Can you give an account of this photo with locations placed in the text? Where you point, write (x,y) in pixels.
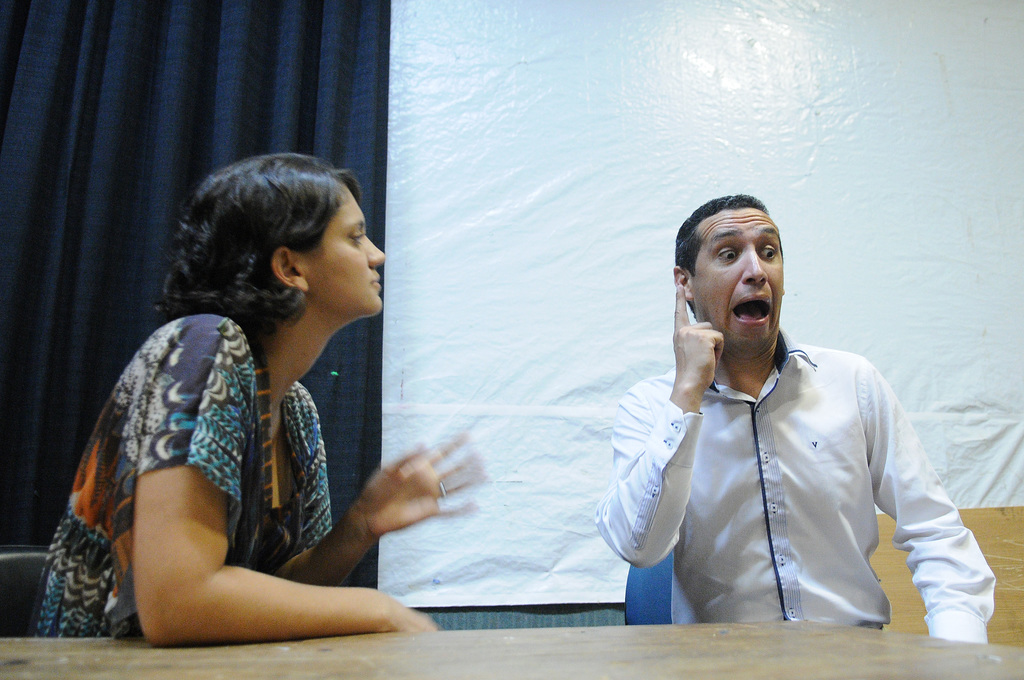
In this image we can see two people (657,485) sitting. At the bottom (379,672) there is a table (652,657). In the background (413,195) there is a curtain (283,105) and a banner (525,302).
